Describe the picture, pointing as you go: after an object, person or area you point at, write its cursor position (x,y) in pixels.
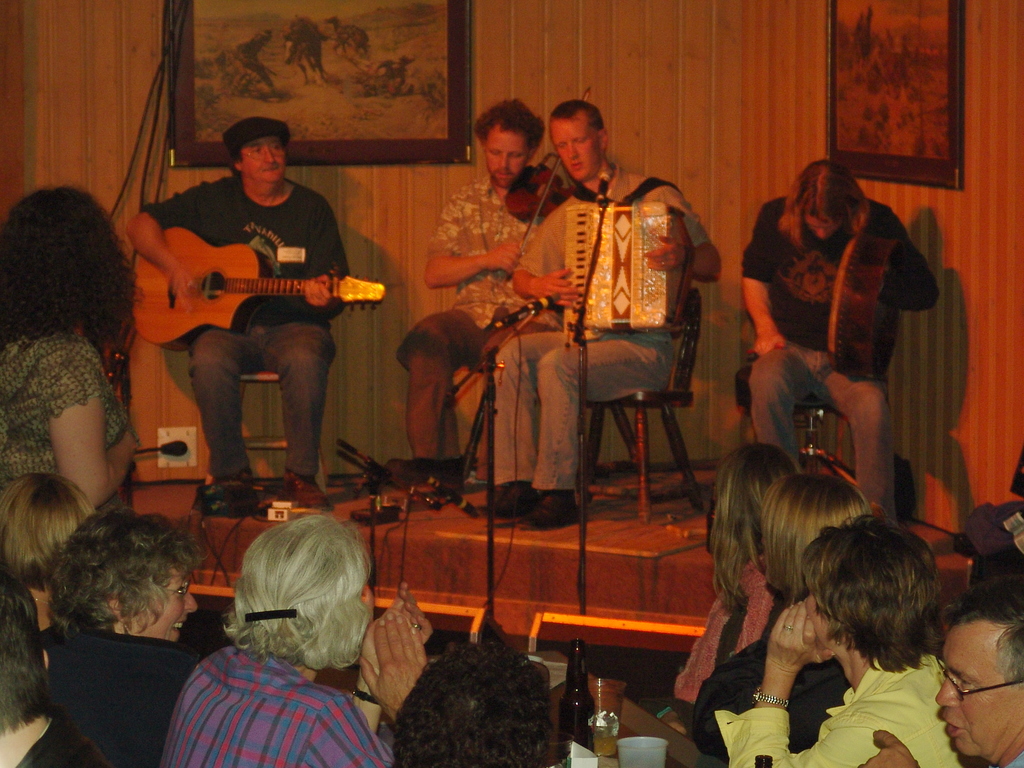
This is a picture taken in a room (441,576), there are the four people (491,316) sitting on a chair (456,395) and performing the music with different music instruments (215,281). In front of this people (473,305) these are the audience (383,626) who are watching their performance. Background of this four people (570,284) is a wall (647,84) on the wall (639,61) there are the photo frames (884,78).
